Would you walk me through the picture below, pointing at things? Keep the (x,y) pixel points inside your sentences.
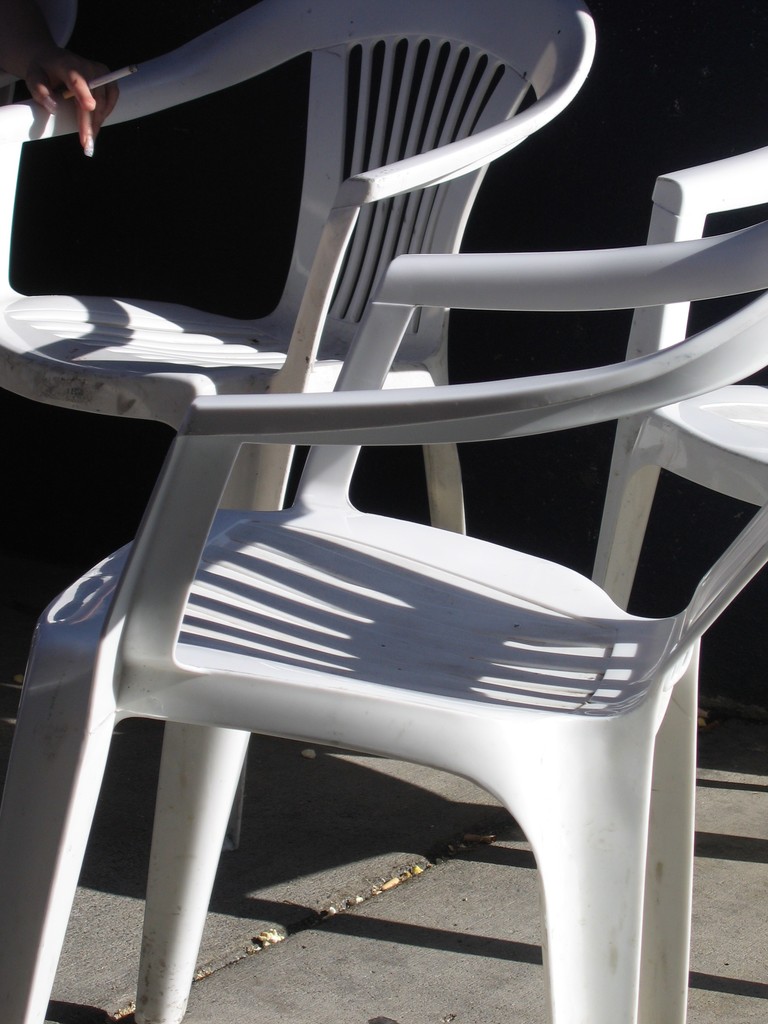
In this picture we can see chairs (369,560) on the ground (356,848), here we can see a person's hand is holding a cigarette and in the background (149,244) we can see it is dark.
